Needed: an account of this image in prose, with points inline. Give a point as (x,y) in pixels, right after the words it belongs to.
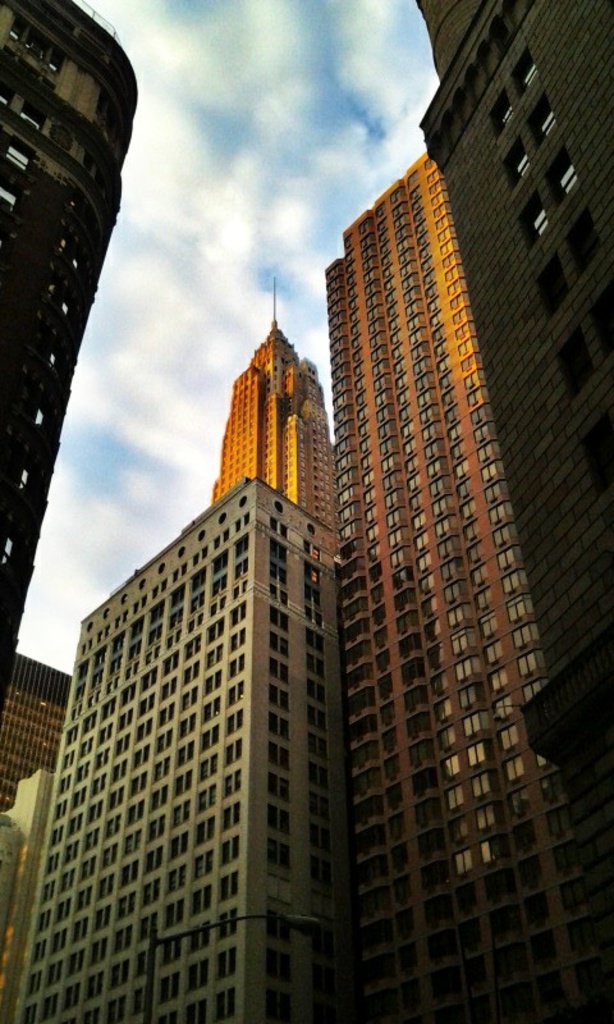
In this image I can see number of buildings (418,581) in the front (276,743) and on the bottom side (161,939) I can see a pole (171,938) and a street light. In the background (223,192) I can see clouds (194,232) and the sky (218,220).
